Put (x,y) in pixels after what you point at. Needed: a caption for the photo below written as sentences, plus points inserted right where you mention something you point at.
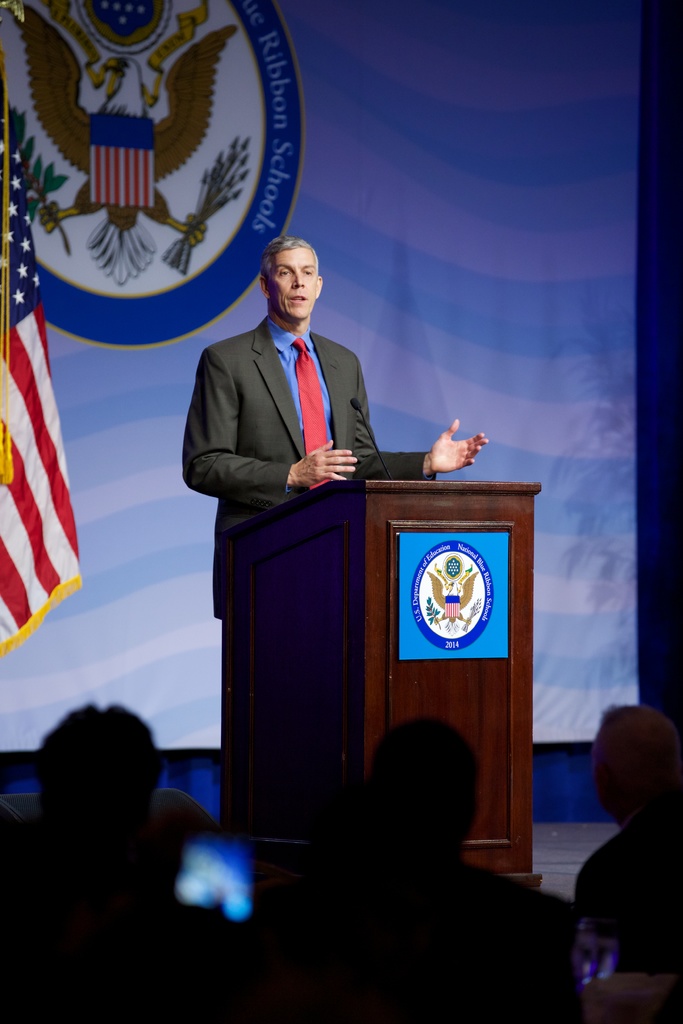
In this picture I see a podium (275,651) on which there is a logo (412,601) and behind the podium (292,525) I see a man (218,475) who is standing and I see a mic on the podium (312,532). In the background (439,17) I see the blue color cloth (552,28) on which there is a logo (166,122) and something written and on the left side of this image (33,351) I see a flag (24,460).
